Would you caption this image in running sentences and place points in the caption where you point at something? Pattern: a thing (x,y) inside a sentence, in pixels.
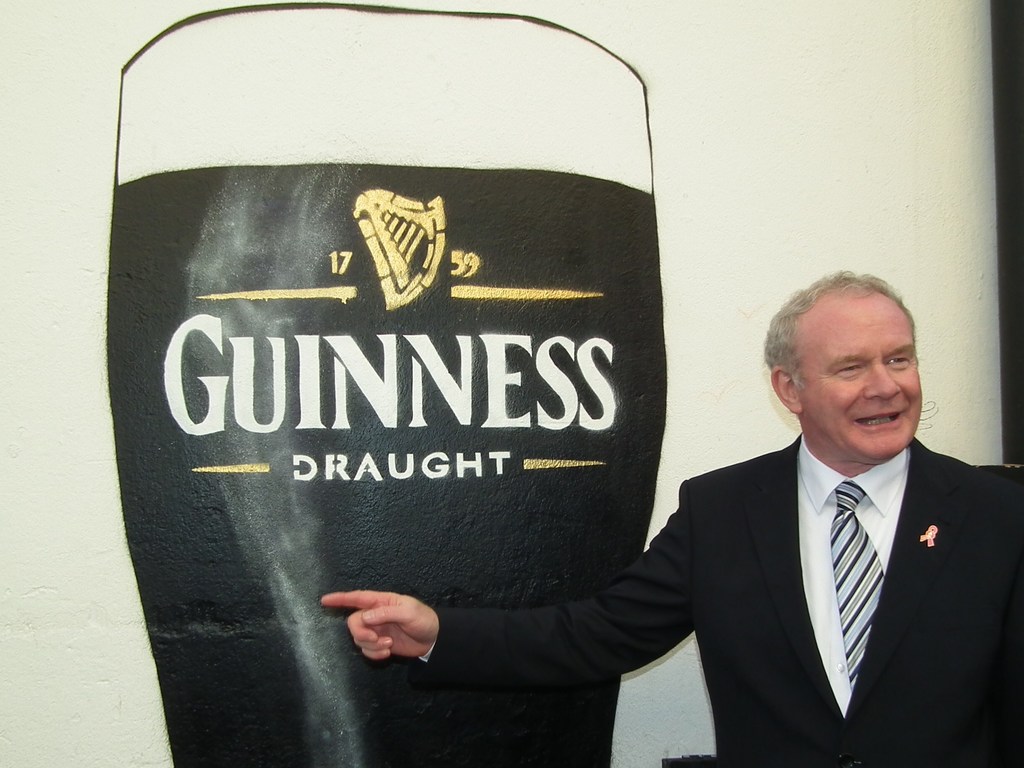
In this image there is a man (797,553) standing, wearing a suit (743,508) and a tie (867,595), in the background (823,250) there is a banner (632,766), on that there is a picture (133,134) of a glass (626,535), on that there is some text (386,408).
